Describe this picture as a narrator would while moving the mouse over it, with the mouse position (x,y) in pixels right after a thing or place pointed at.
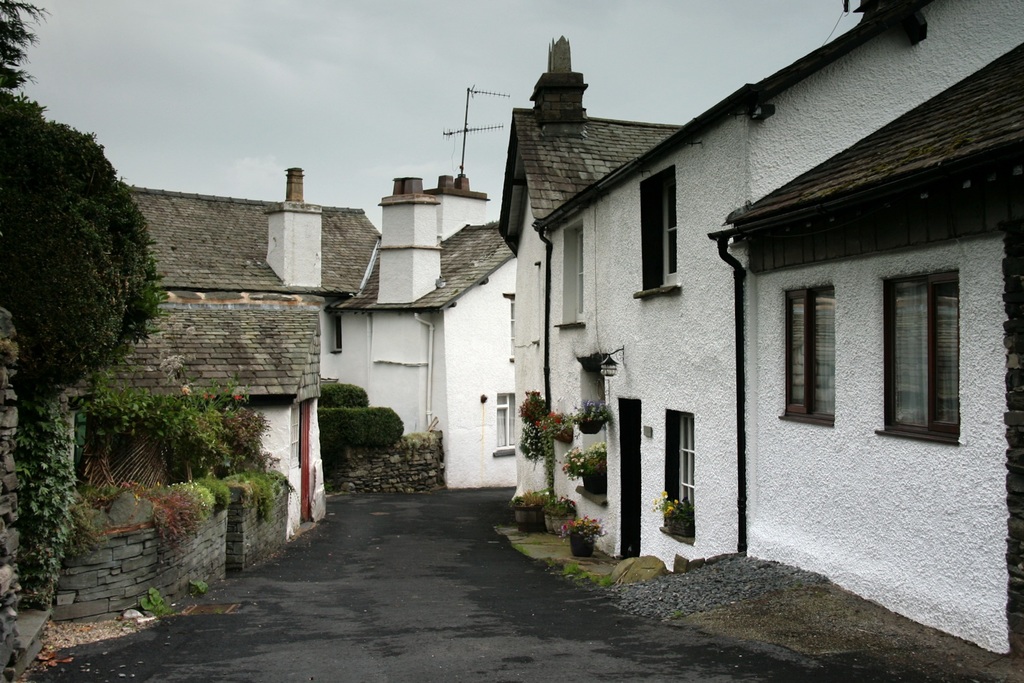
In this image we can see a group of houses (457,350) with roof (534,182) and windows (820,413). We can also see some plants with flowers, stones (621,598), the pathway (458,579), trees (49,316), an antenna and the sky (259,94) which looks cloudy.
